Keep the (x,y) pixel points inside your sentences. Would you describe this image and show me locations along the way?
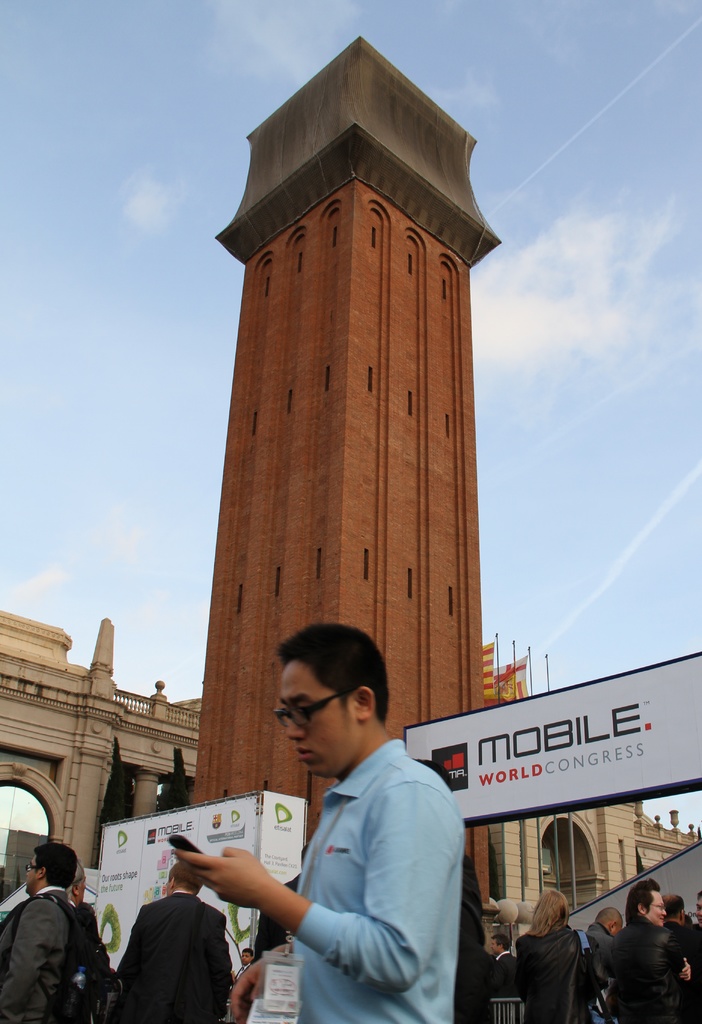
In this image, there are some persons (625,955) wearing clothes (169,983) and standing beside the tower (322,494) which in front of the building (113,718). There is board (533,726) in the bottom right of the image (586,705). In the background of the image (533,137), there is a sky (132,314).
